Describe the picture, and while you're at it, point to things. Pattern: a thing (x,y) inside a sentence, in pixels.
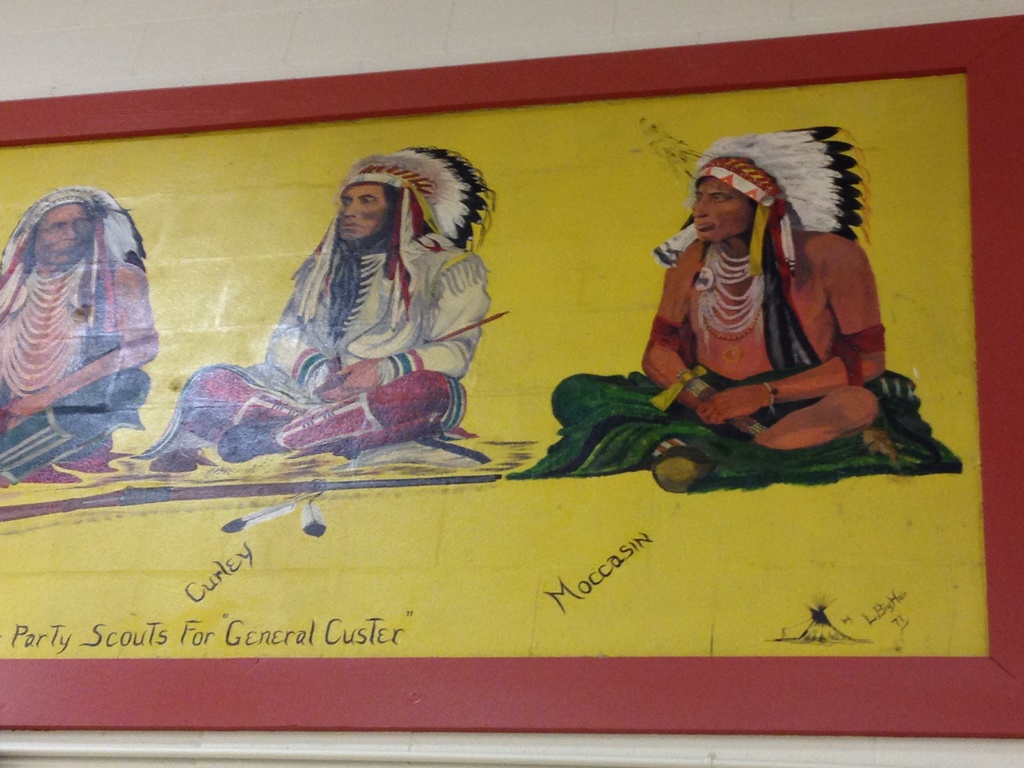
There is a poster (325,566) having a painting (497,335) on which, there are three persons (407,385) sitting and there are texts (395,619). And the background (489,32) is white in color.
